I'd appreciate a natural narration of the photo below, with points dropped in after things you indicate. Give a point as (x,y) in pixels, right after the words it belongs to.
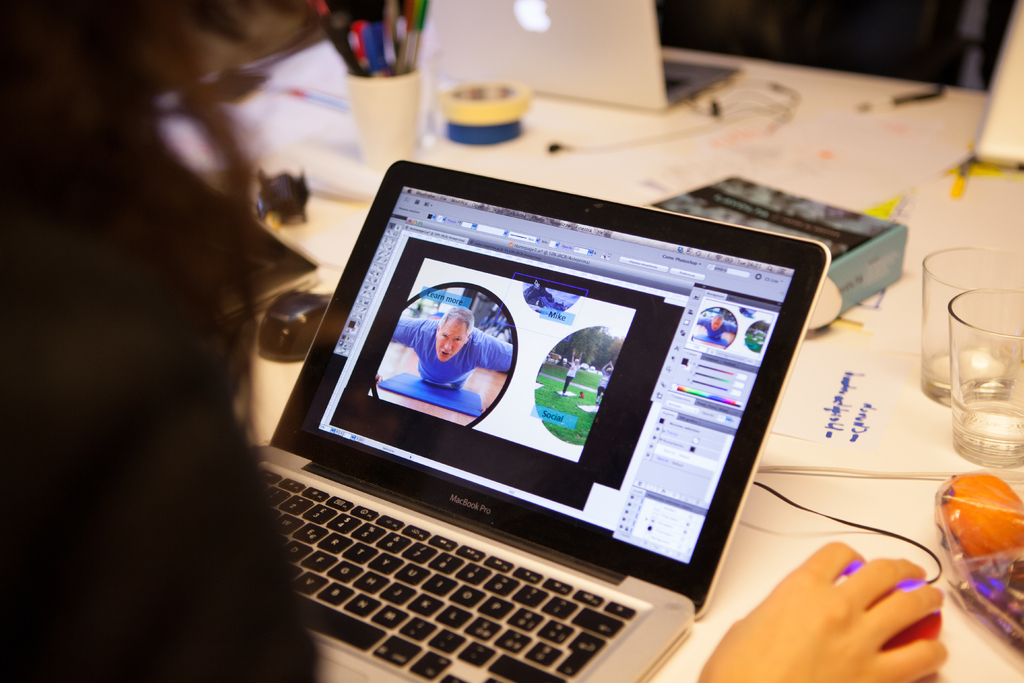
In this image I can see a person (818,610) is operating a computer mouse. On the table (765,519) I can see laptops (524,387), glasses (966,361) and other objects (382,91).
